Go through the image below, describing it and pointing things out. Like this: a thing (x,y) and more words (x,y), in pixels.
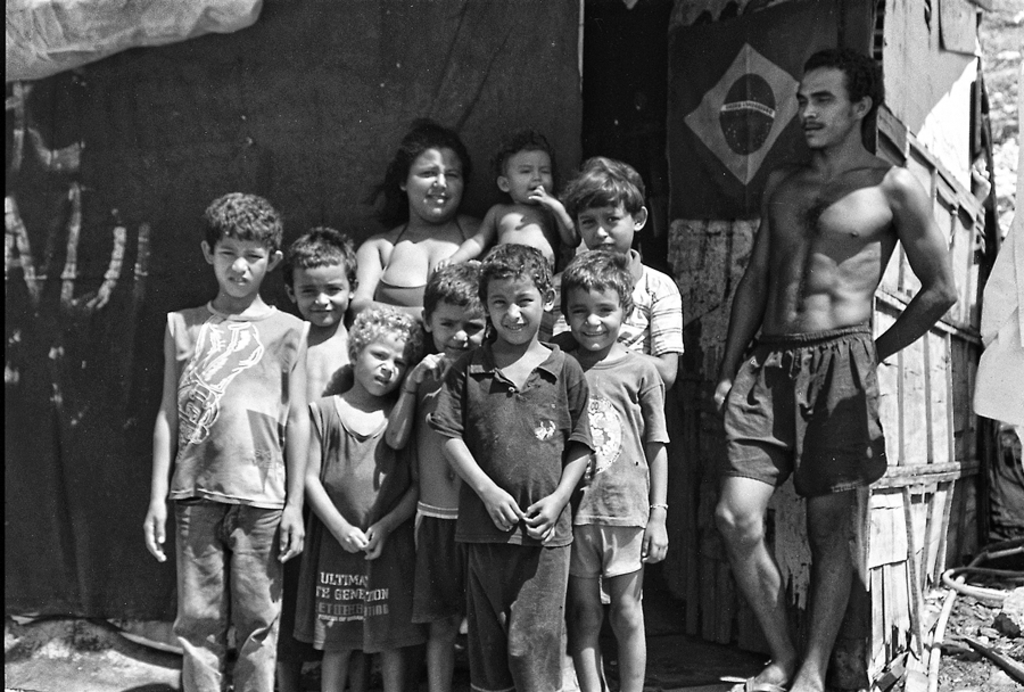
In this picture we can see a few kids (682,348) standing. We can see a woman (389,229) carrying a baby (534,211). There is a man (830,495) and other objects (970,594).
